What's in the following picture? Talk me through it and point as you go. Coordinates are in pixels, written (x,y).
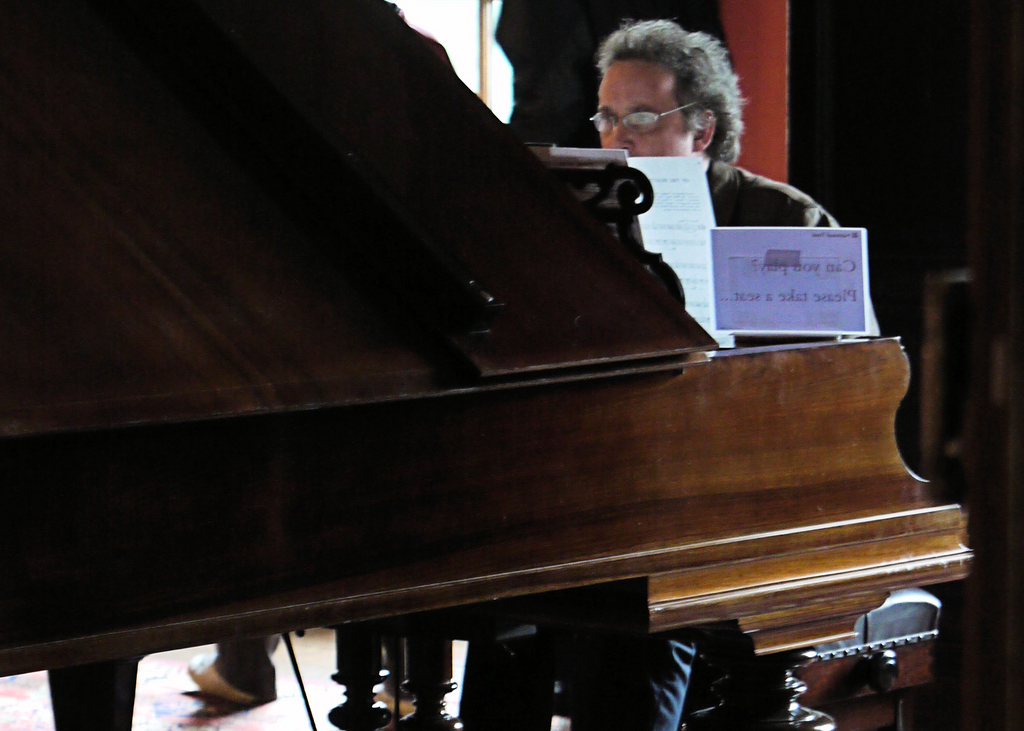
In this image I can see a man (701,54) is sitting next to a piano set (540,211), I can also see he is wearing a specs (600,127).
